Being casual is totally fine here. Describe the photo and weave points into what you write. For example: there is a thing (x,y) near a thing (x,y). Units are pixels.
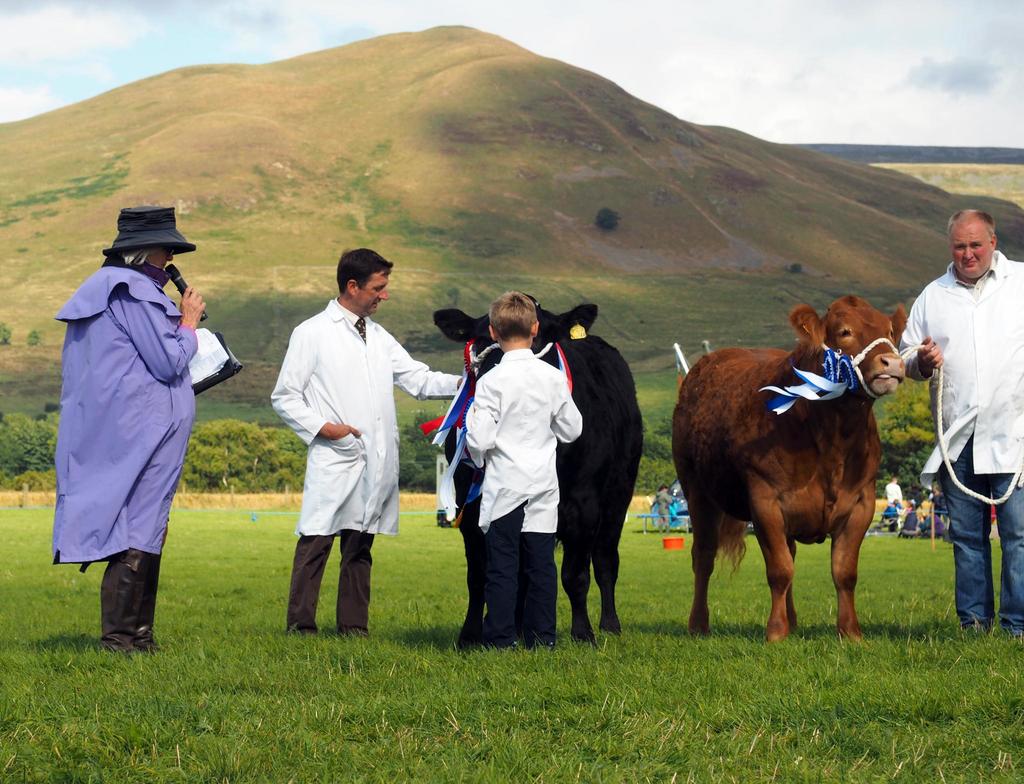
In the picture I can see a person (83,545) wearing violet color jacket (106,434) and hat (169,245) is holding a mic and some objects (206,372) in his hands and standing on the grass (115,709) and he is on the left side of the image (143,365). Here I can see three people (486,584) wearing white color jackets (1005,363) are standing on the grass (816,592) and we can see two cows (623,466). In the background (208,400), I can see some objects (655,510), trees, hills (433,252) and the cloudy sky (289,54).
